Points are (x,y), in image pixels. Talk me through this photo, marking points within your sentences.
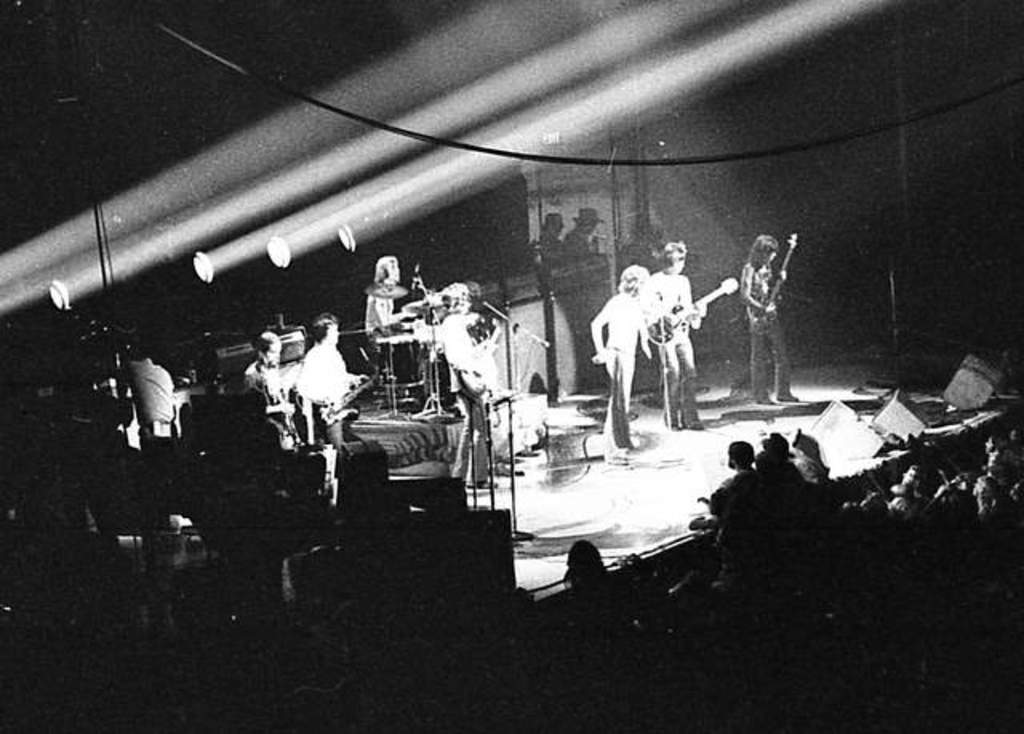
It is a black and white image and in this image we can see a few people (460,362) playing the musical instruments (424,379) and standing on the stage (676,475). We can also see the other people (781,564) watching. Image also consists of lights (209,257) and also wires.
